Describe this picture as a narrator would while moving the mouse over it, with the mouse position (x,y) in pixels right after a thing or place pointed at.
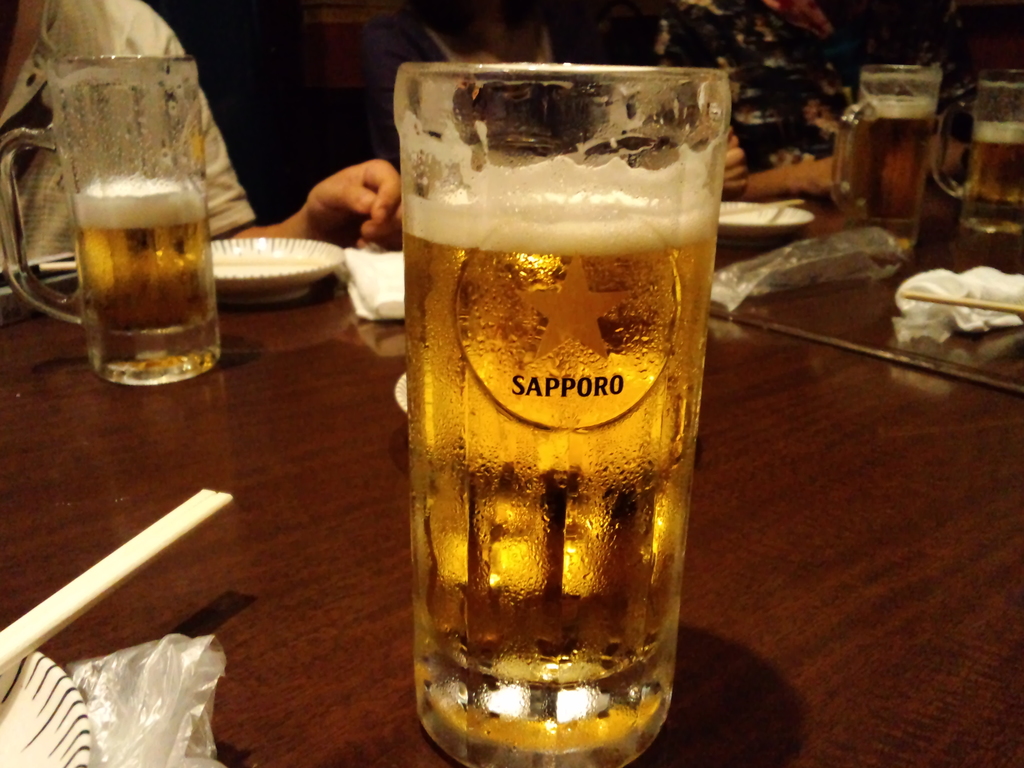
In this picture, we see a brown table (345,481) on which a glass (480,418) containing beer (476,388), plate (306,274), tissue paper (370,254) and plastic cover (811,245) are placed on table (835,527). Beside that, we see three people (758,19) sitting on chair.
